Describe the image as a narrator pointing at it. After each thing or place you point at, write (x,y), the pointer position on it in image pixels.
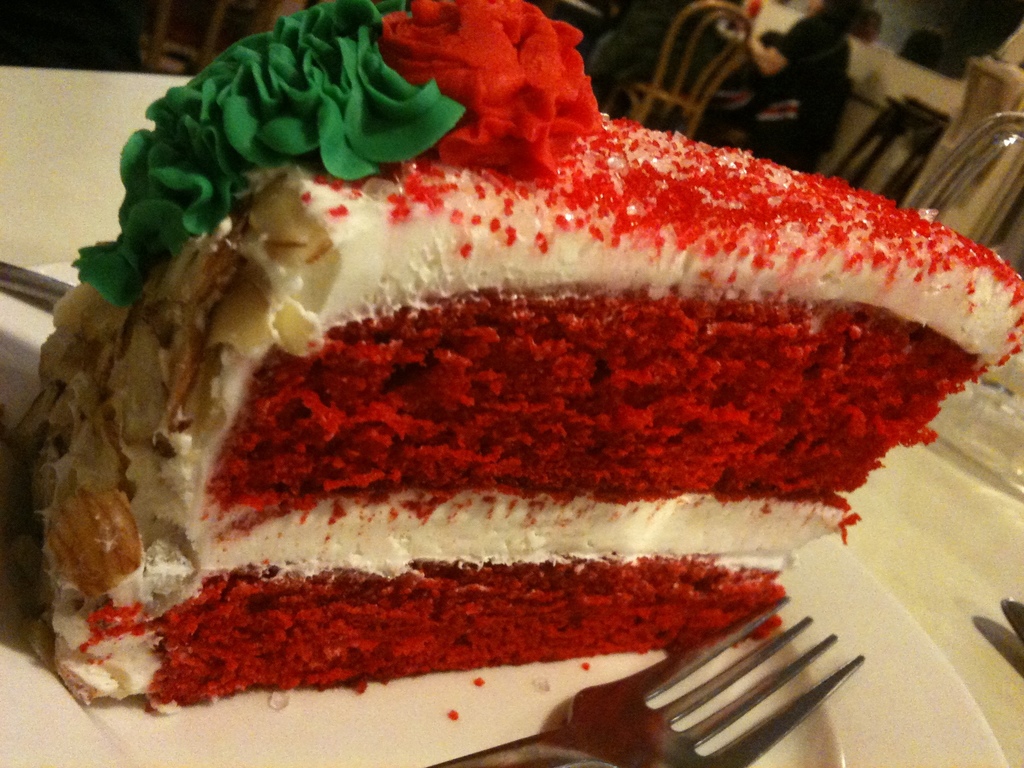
In this image there is a slice of cake (524,386) with forks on a plate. The plate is on the table (1018,526), beside the plate (822,580) there is a spoon (1017,613). In the background of the image (789,149) there are a few people (768,97) sitting in chairs (885,111), in front of them on the table (930,79) there are some objects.
